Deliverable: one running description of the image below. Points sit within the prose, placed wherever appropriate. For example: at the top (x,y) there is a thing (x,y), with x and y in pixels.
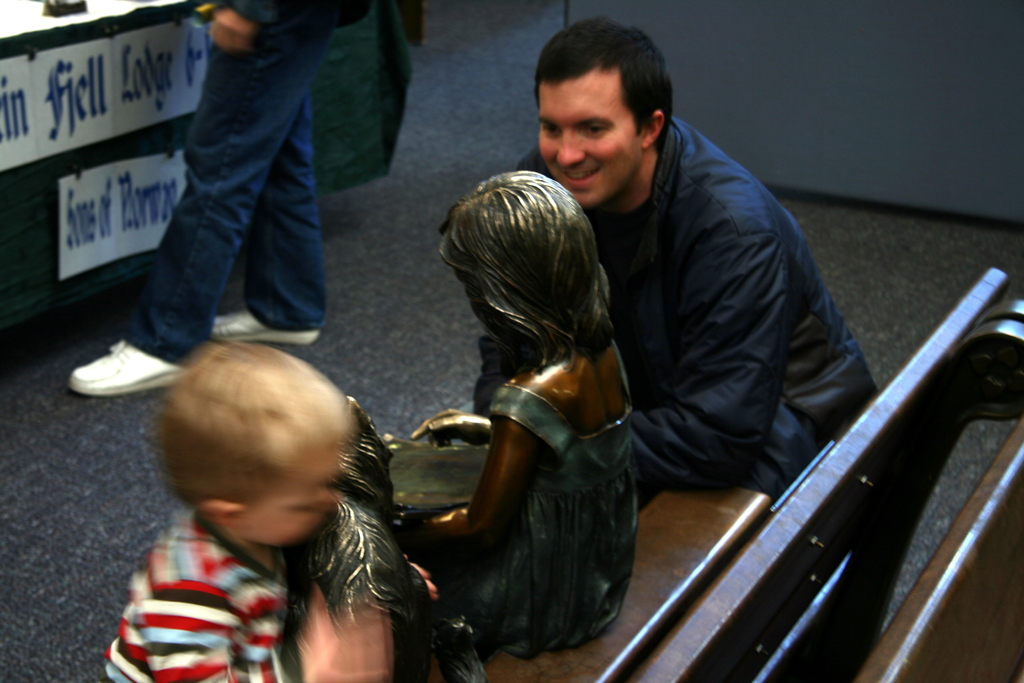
There are people (599,51) and we can see sculpture (513,588) sitting on the bench (527,665). We can see wall (737,51) and floor (2,616) and we can see boards (82,261) on green surface (106,154).
